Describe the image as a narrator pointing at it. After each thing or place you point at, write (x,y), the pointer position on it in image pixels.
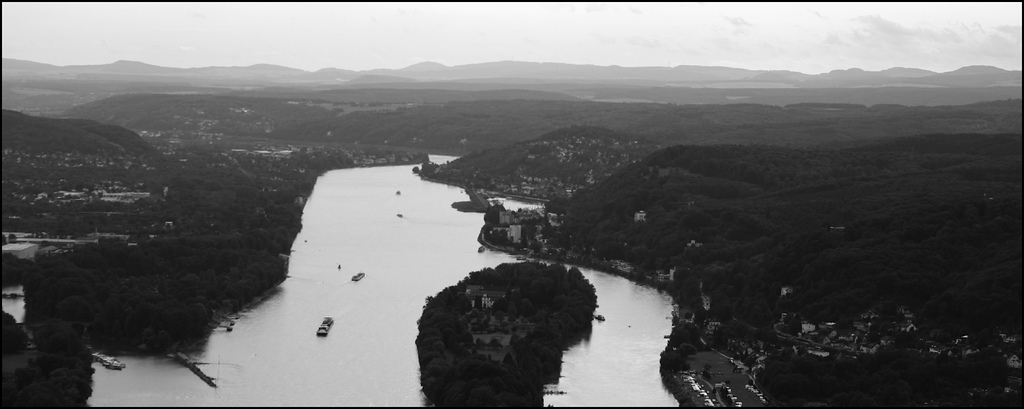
In this image I can see few boats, trees (499,331) water (405,230), mountains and buildings (478,294). The image is in black and white.
